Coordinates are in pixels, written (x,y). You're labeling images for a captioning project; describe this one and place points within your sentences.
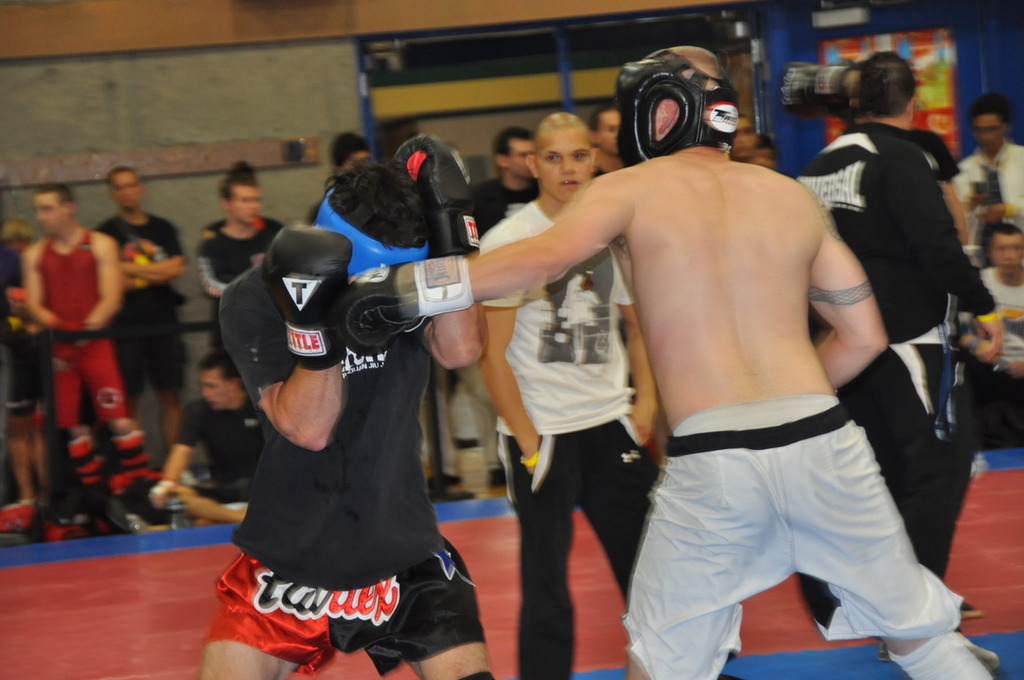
In this picture I can see few people (658,200) are standing and couple of them (1011,424) sitting and I can see a wall (588,100) in the background (566,92) and a banner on the wall (288,52).
